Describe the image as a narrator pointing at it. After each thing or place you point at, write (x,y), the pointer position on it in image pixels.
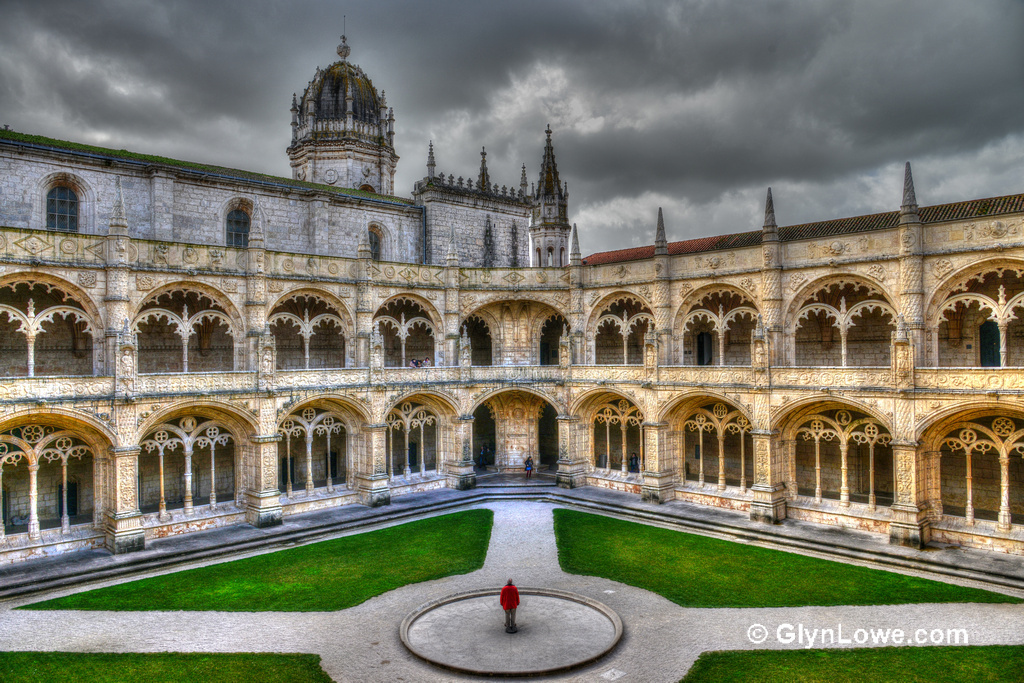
In the image there is a building (874,287) with walls (854,328), windows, pillars (375,340), arches (345,332) and also there are steps (407,512). At the bottom of the image (416,547) on the ground (186,594) there is grass (713,546) and also there is a person (506,603) in the middle of the circle (492,651). At the top of the image (435,67) there is a sky (470,71) with clouds (684,136). On the right side of the image (810,630) there is a watermark (790,629).
